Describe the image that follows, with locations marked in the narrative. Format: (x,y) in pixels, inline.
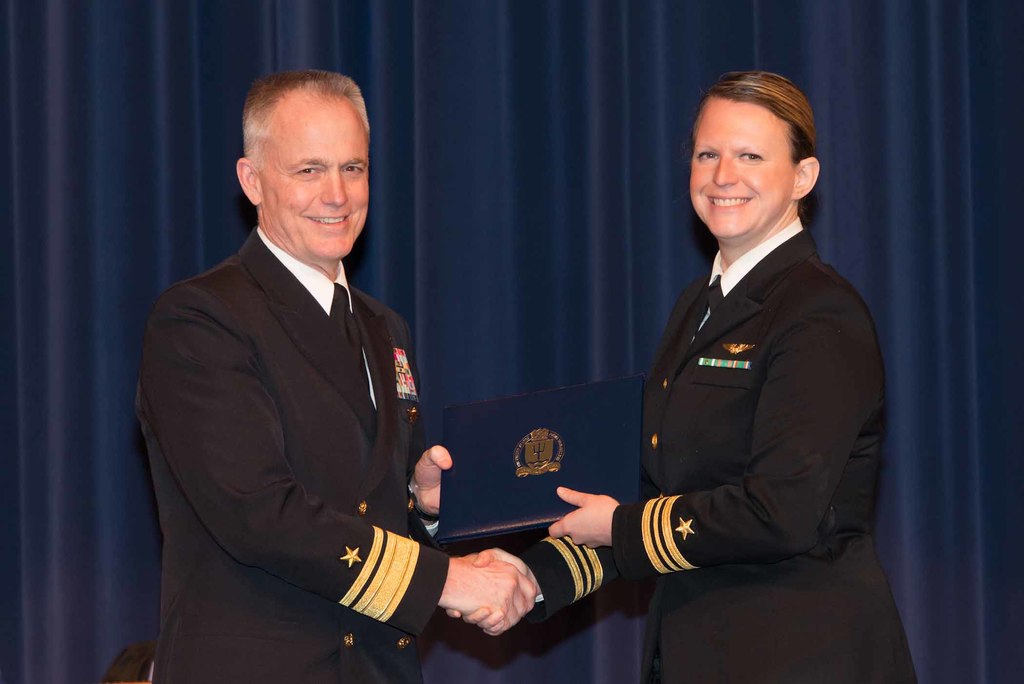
There are two people (485,570) standing and smiling and holding an object (485,521). In the background (119,15) we can see blue curtains (705,51).
